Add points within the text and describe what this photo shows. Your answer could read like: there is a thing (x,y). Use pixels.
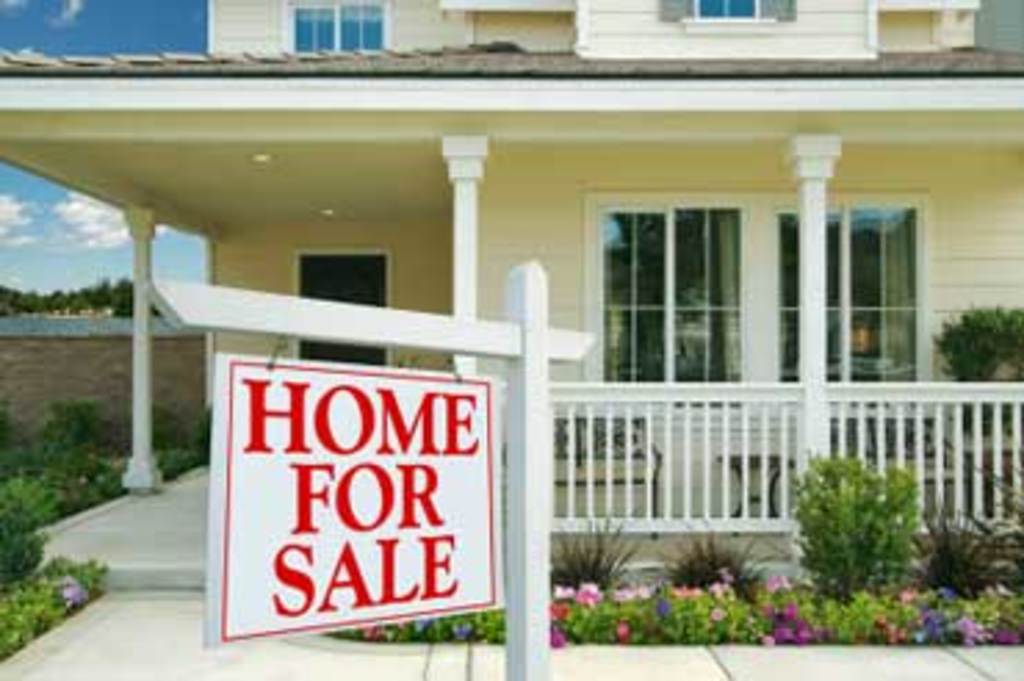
In this image we can see a building (288,125). In front of the building (720,375) we can see plants (780,581), flowers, bench (644,479) and a board (326,514) attached to a wooden object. On the board (353,511) we can see the text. On the left side (183,450), we can see the wall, trees (87,294) and plants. In the top left (112,23), we can see the sky (99,28).
